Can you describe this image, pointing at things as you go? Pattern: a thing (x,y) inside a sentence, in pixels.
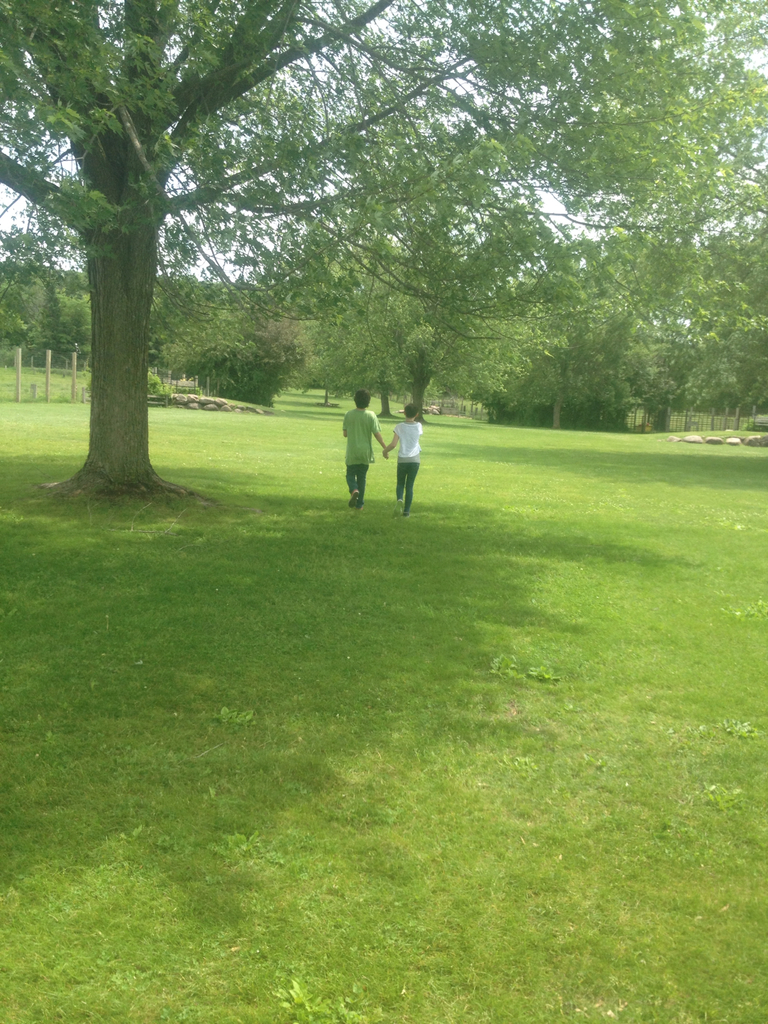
In the center of the image (356,472), we can see people (350,482) walking on the ground (412,537) and in the background (260,239), there are trees (267,348), stones (201,400) and a fence (81,382).
